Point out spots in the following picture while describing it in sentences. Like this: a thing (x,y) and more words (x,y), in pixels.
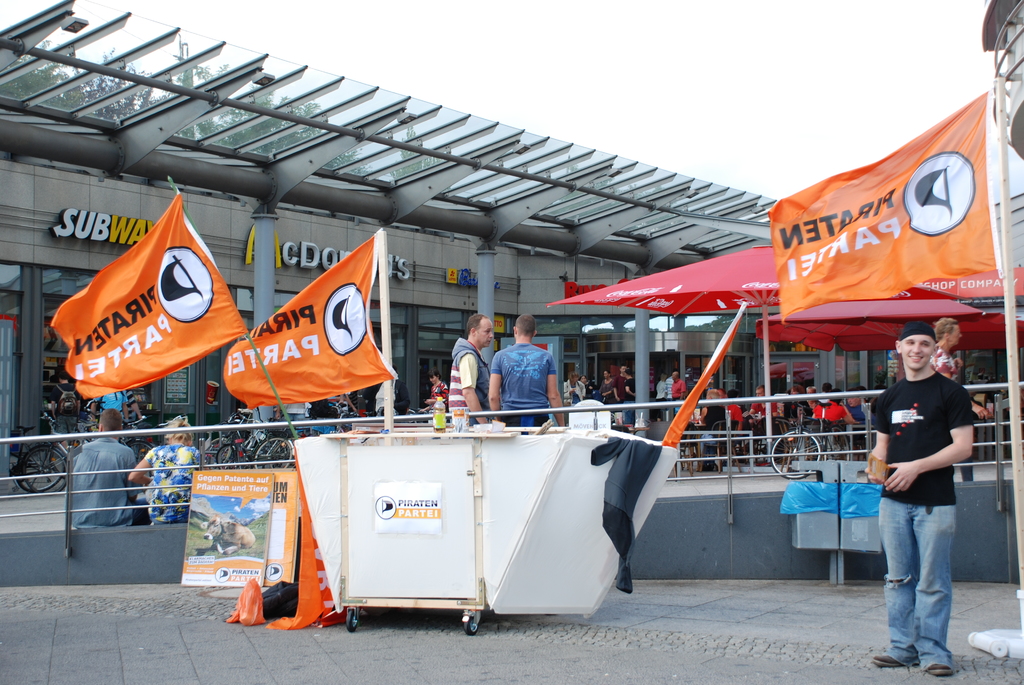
In this image we can see many stores (225,394). There are many people (457,358), vehicles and tents (723,270) in the image. There are few flags (905,286) in the image. There are many objects (498,438) placed on the floor (35,498). There is a sky (678,126) in the image.
